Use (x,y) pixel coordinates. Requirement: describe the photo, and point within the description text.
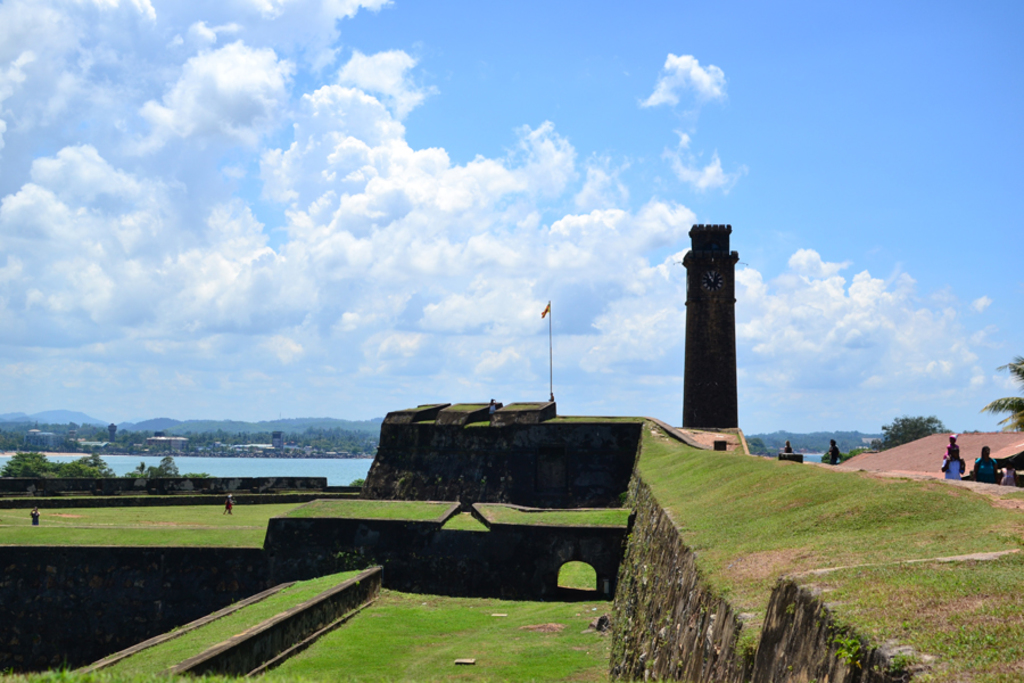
In the image we can see there is a clock tower (694,394), beside there is a flag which is kept on the building (549,417) and the ground (401,626) is covered with grass (826,543). People (956,456) are standing on the ground (219,521). Behind there is a lake (237,460) and there are lot of trees (324,443) and buildings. There is a cloudy sky (329,314) on the top (648,183).
